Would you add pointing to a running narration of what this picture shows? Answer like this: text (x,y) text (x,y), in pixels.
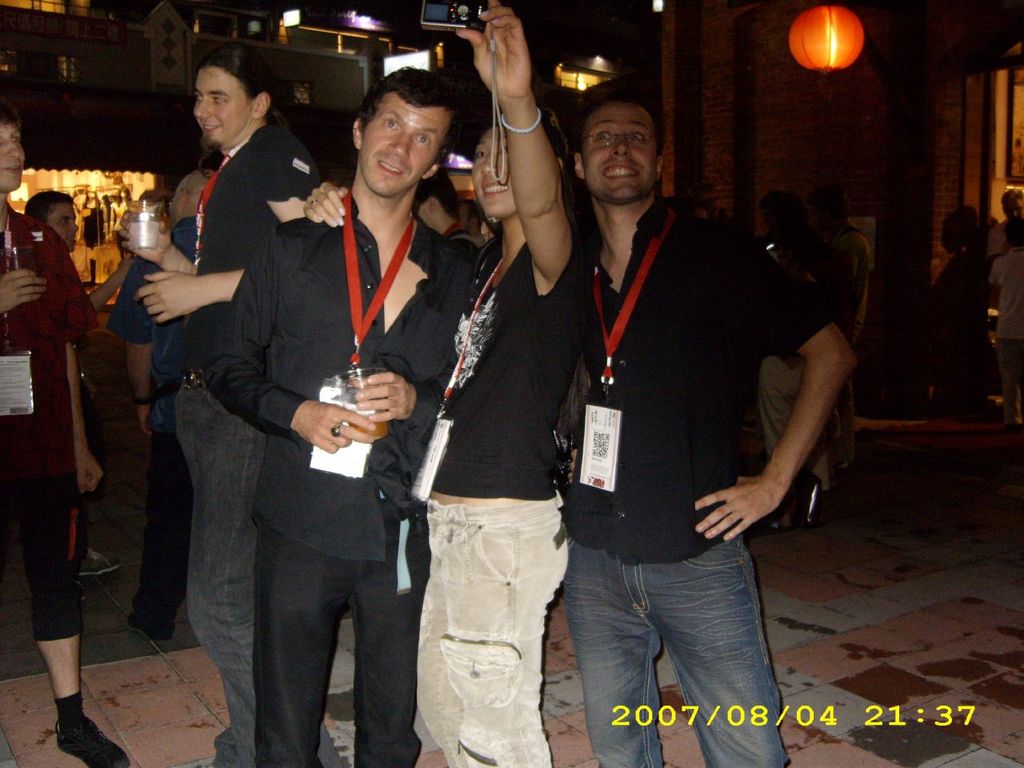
There are three persons (522,302) taking a snap with the camera (456,9). This is floor (908,625) and there are few persons (21,149). In the background (847,93) we can see buildings (687,121) and lights (842,43).
